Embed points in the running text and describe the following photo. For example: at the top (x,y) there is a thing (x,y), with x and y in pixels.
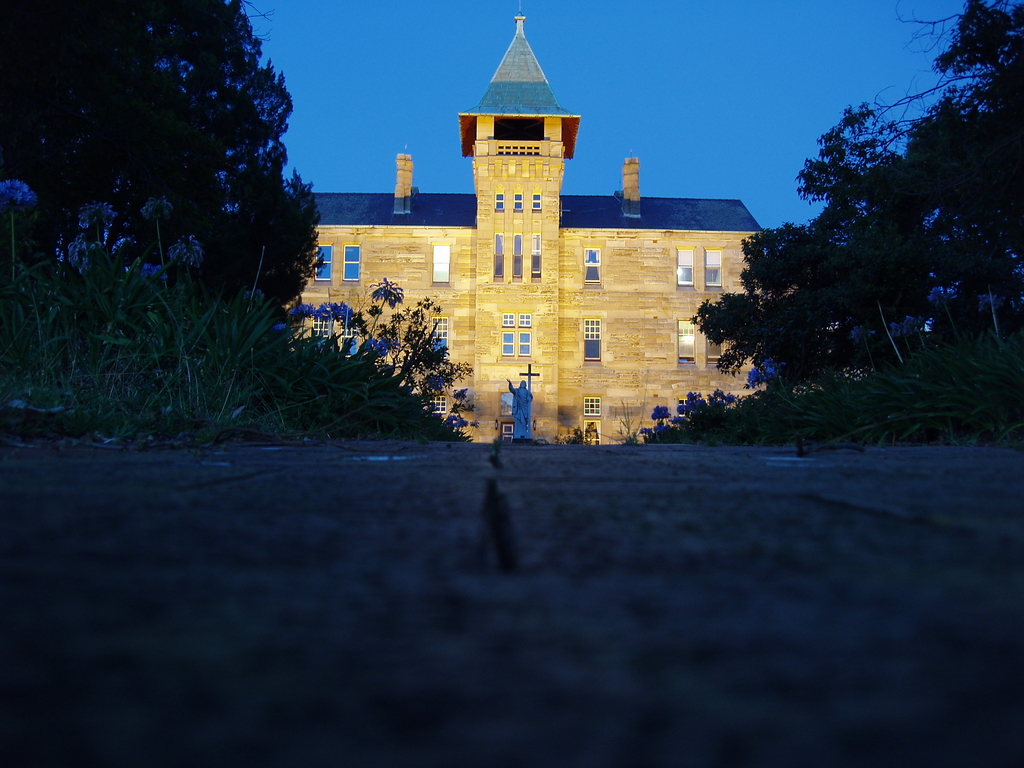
In this image, we can see a road (527,555) in between plants (656,434) and trees (859,256). There is a statue (520,413) in front of the building (583,298). There is a sky (672,153) at the top of the image (637,100).
